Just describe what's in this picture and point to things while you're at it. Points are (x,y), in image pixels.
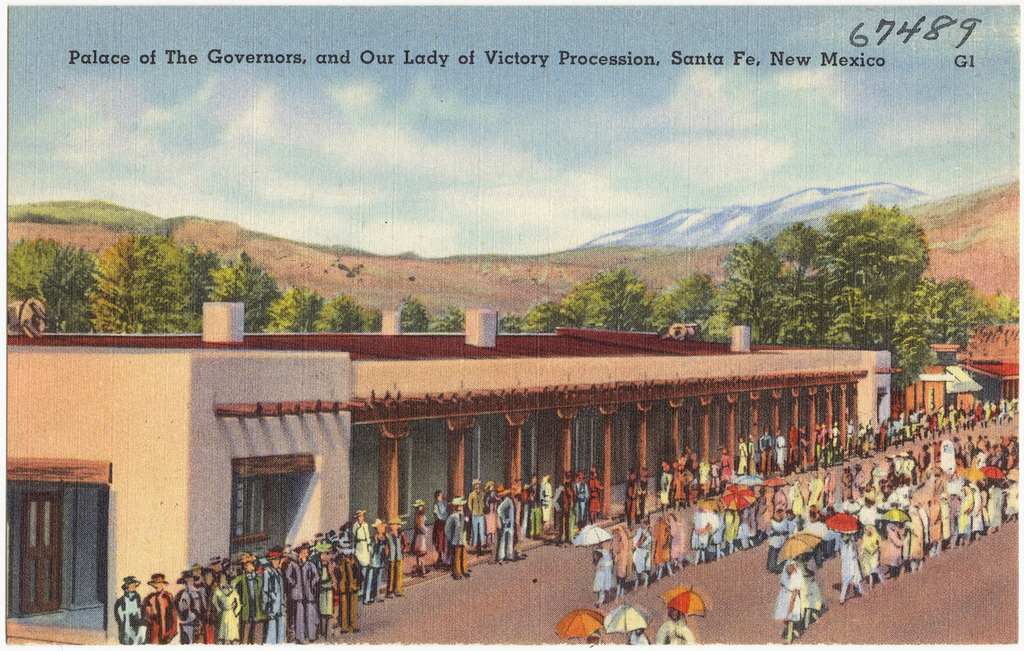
This is a cartoon picture, in the picture I can see a person (330,560) and the building (519,412) and trees (758,305) and the sky (563,203) and the hill (669,235) visible.
